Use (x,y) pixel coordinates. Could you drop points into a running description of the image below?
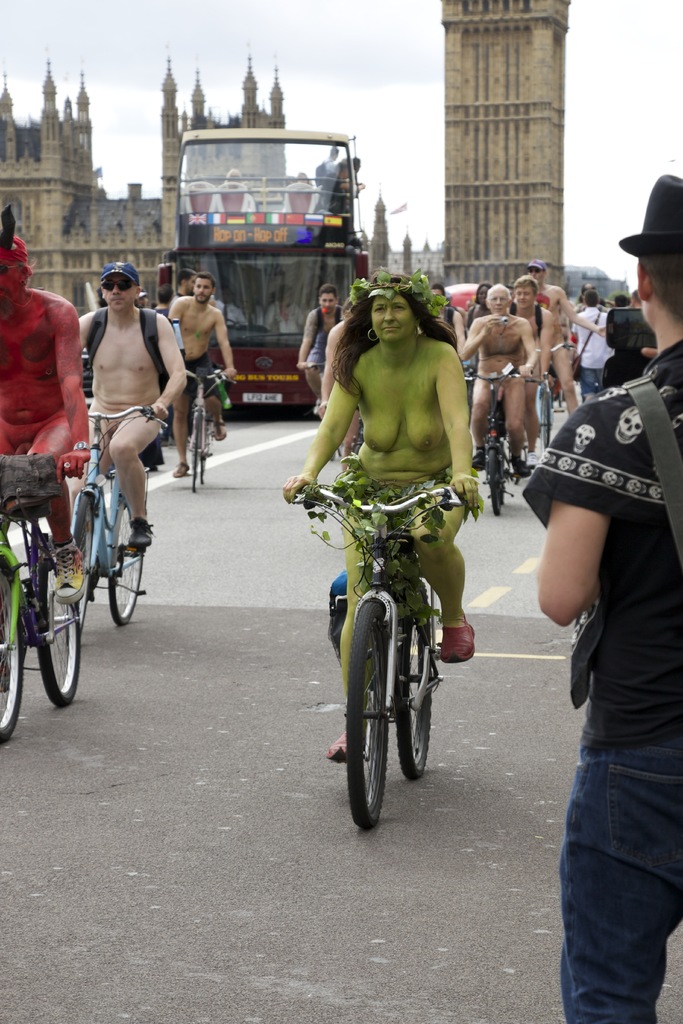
Here we can see a group of people (72,361) are riding the bicycle (52,544), and travelling on the road (136,631), and here is the vehicle (290,171), and here a person (586,562) is standing, and here is the building (90,228), and at above here is the sky (360,128).
